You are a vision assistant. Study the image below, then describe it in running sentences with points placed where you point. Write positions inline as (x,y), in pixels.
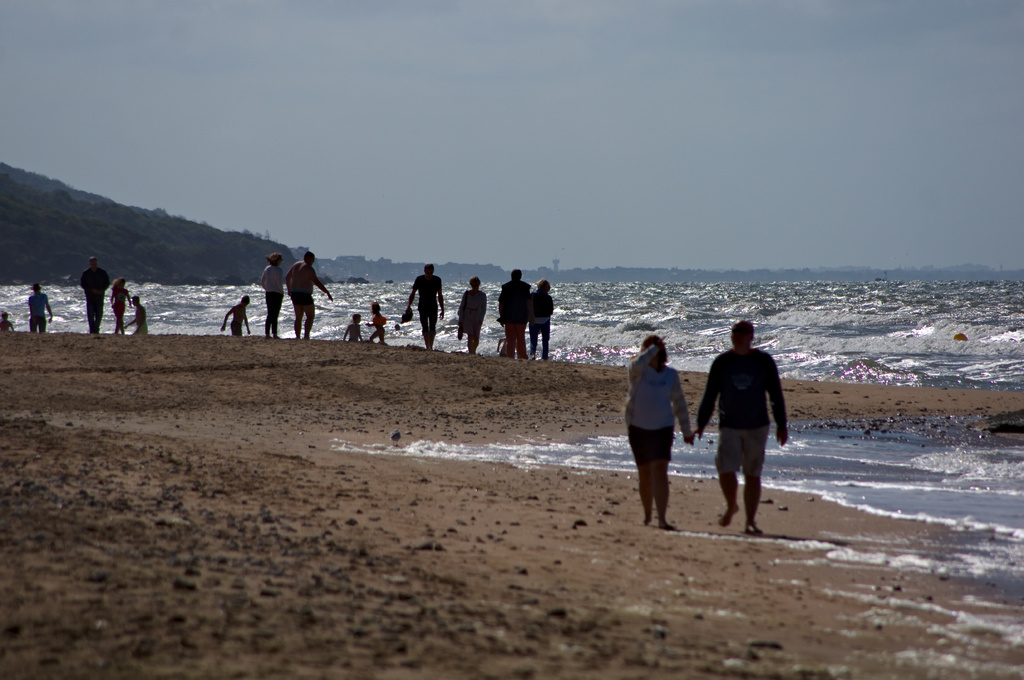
In this image there are group of people (641,501) standing, there is water (450,324), hill (215,251), and in the background (237,163) there is sky (439,142).
